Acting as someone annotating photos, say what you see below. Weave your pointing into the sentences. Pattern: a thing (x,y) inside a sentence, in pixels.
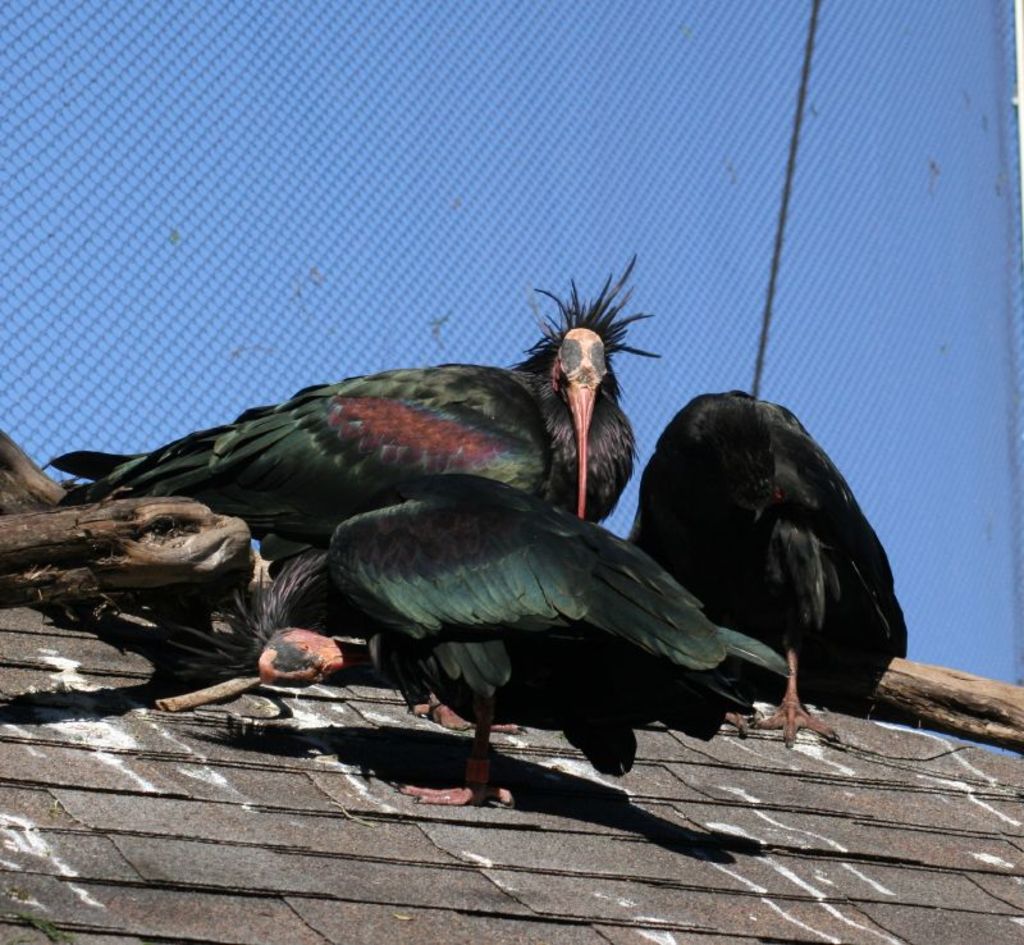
In this picture we can see birds (168,454) and sticks (7,526) on a platform (179,876) and in the background (407,90) it blue color.
